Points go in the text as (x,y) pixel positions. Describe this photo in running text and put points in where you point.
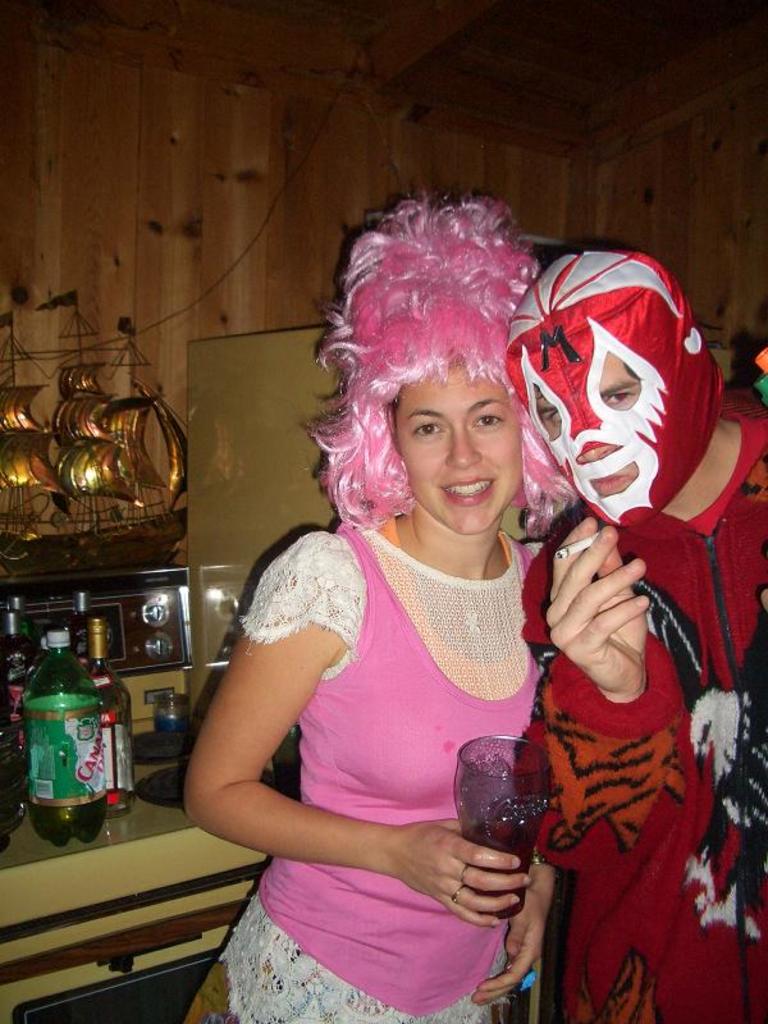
This is the picture of a place where we have two people (378,557), among them one is wearing the mask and the other person (394,378) is holding the glass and behind there is table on which there are some things (125,771) placed.
